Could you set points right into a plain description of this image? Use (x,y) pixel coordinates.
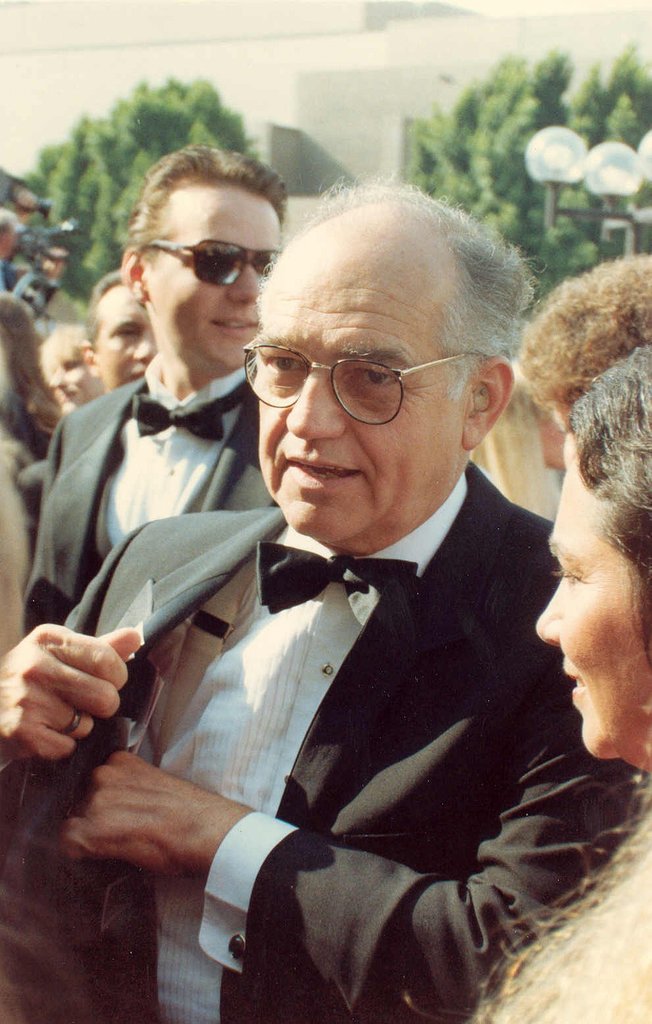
In this image we can see a few people (227,742) standing, among them, some are wearing the spectacles (268,256), there are some trees (149,122), poles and lights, in the background (262,147), we can see the wall (260,153).
